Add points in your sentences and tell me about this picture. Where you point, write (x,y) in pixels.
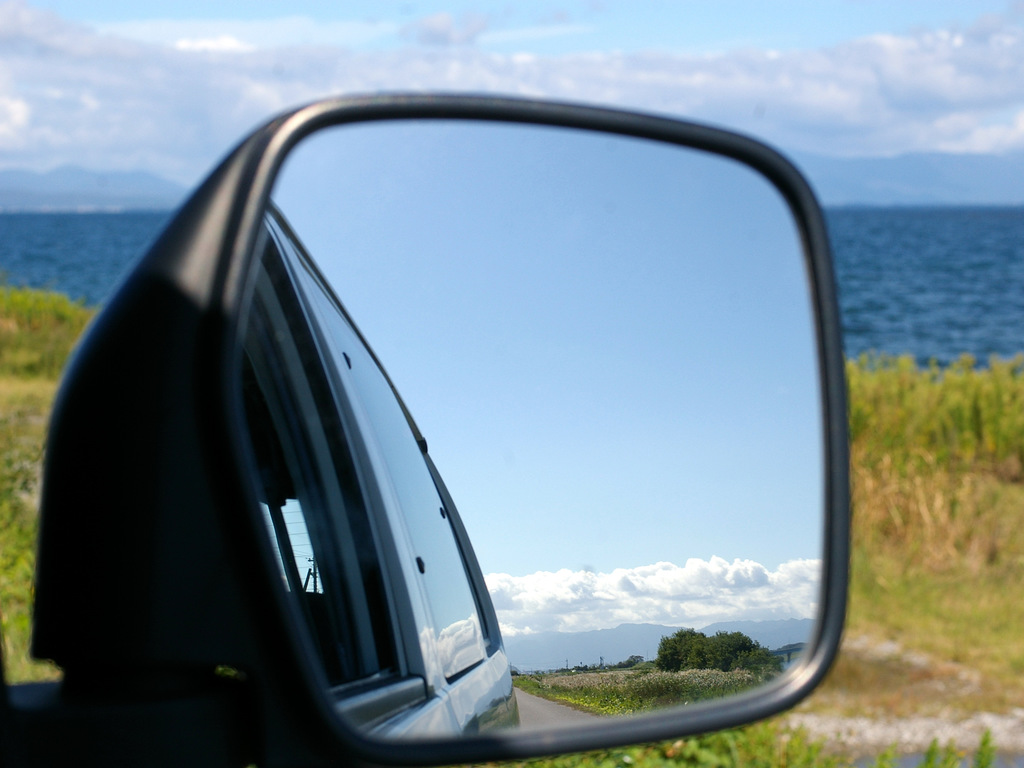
As we can see in the image there is mirror (638,461), grass (53,320) and water (949,256). At the top (806,100) there is sky (485,58) and clouds (485,58). In mirror (471,121) there is reflection (601,643) of trees (697,666) and vehicle (382,565).
